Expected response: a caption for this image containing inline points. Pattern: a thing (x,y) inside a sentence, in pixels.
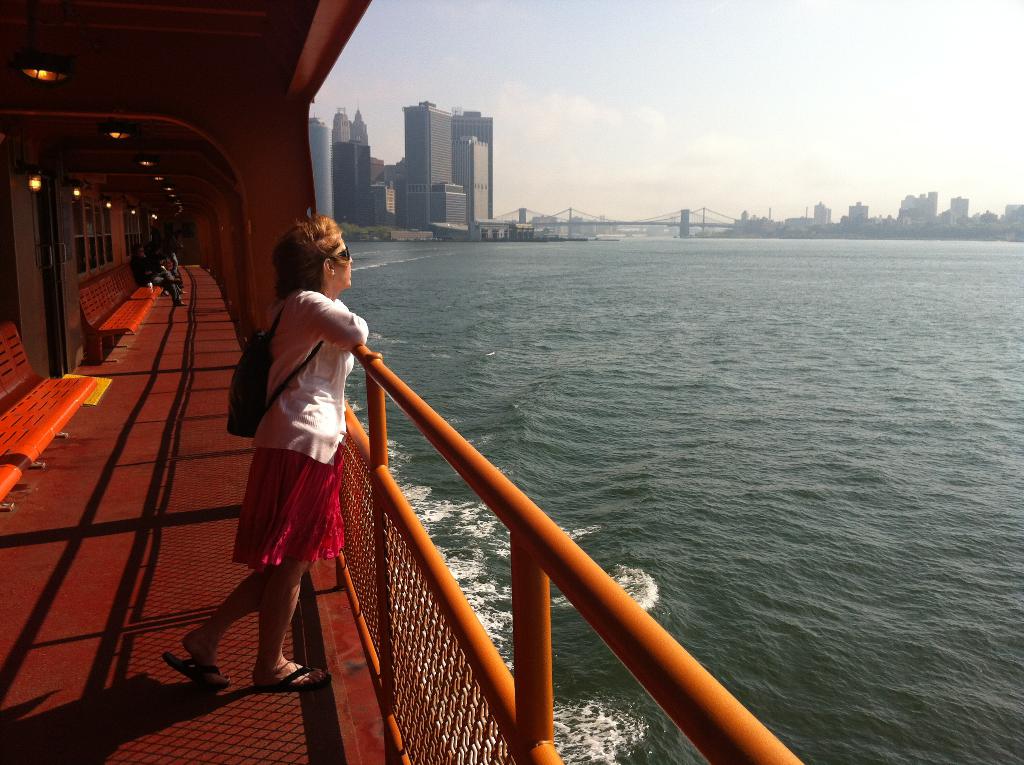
In this image, on the left side (340,344), we can see a woman (283,579) wearing backpack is standing. On the left side (140,256), we can see a group of people (138,276) sitting on the bench (118,331). At the top of the bench (130,327), we can also see a roof (170,125) with few lights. On the right side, we can see some buildings (855,216). In the middle of the image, we can also see some buildings (469,220). In the background (675,219), we can see a bridge (681,214). At the top (783,47), we can see a sky (780,55) which is a bit cloudy, at the bottom (899,574), we can see a water (671,461) in an ocean (781,500).
